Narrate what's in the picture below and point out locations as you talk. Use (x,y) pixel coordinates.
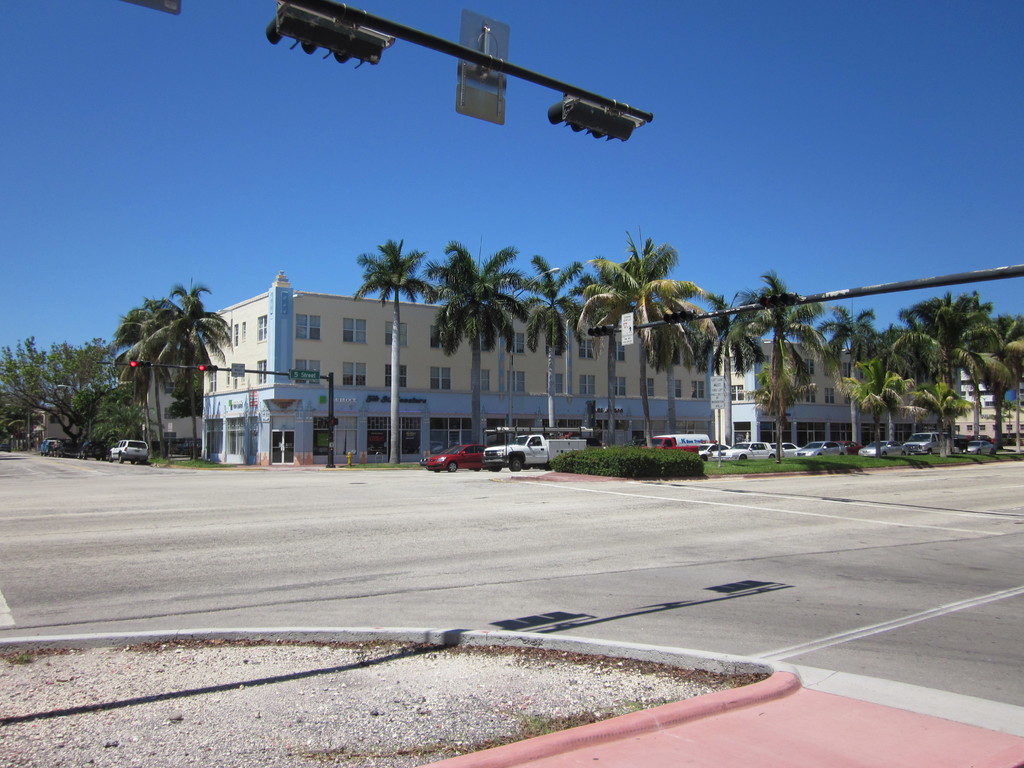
In this image we can see buildings (414,323), motor vehicles (575,431) on the road (406,471), trees (559,323), traffic poles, traffic signals (147,364), ground (602,741) and sky (266,124).
